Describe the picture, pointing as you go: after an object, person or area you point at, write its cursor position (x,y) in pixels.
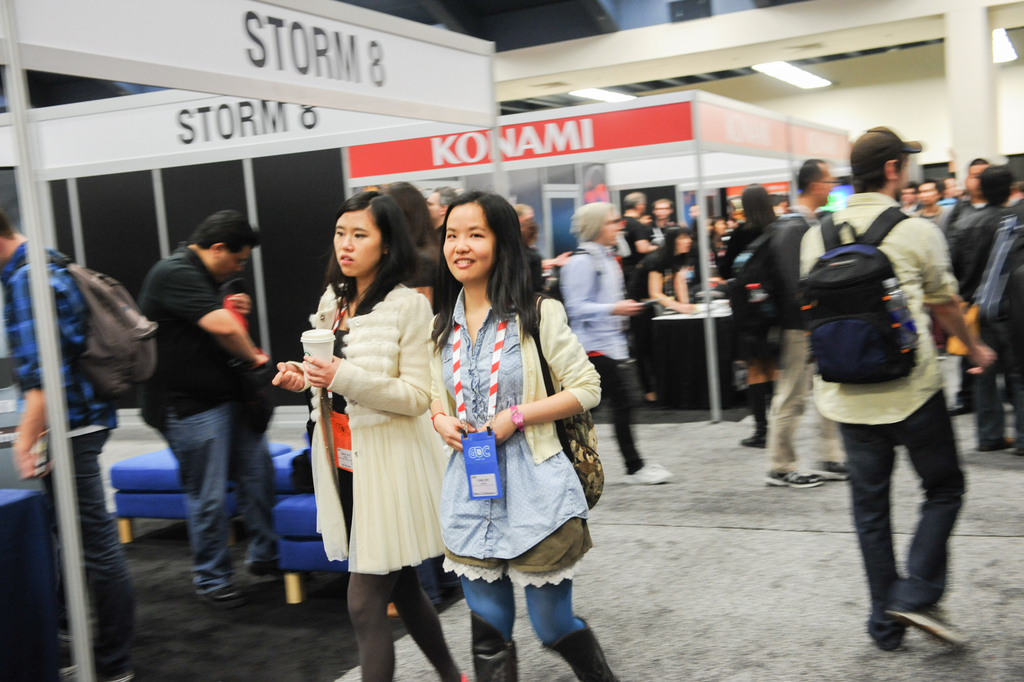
In this image I can see the group of people (616,260) with different color dresses (625,266). I can see few people (563,360) are wearing the bags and one person (323,360) is holding the cup (313,349). In the background (295,136) I can see the boards (391,111) and lights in the top (340,119).
